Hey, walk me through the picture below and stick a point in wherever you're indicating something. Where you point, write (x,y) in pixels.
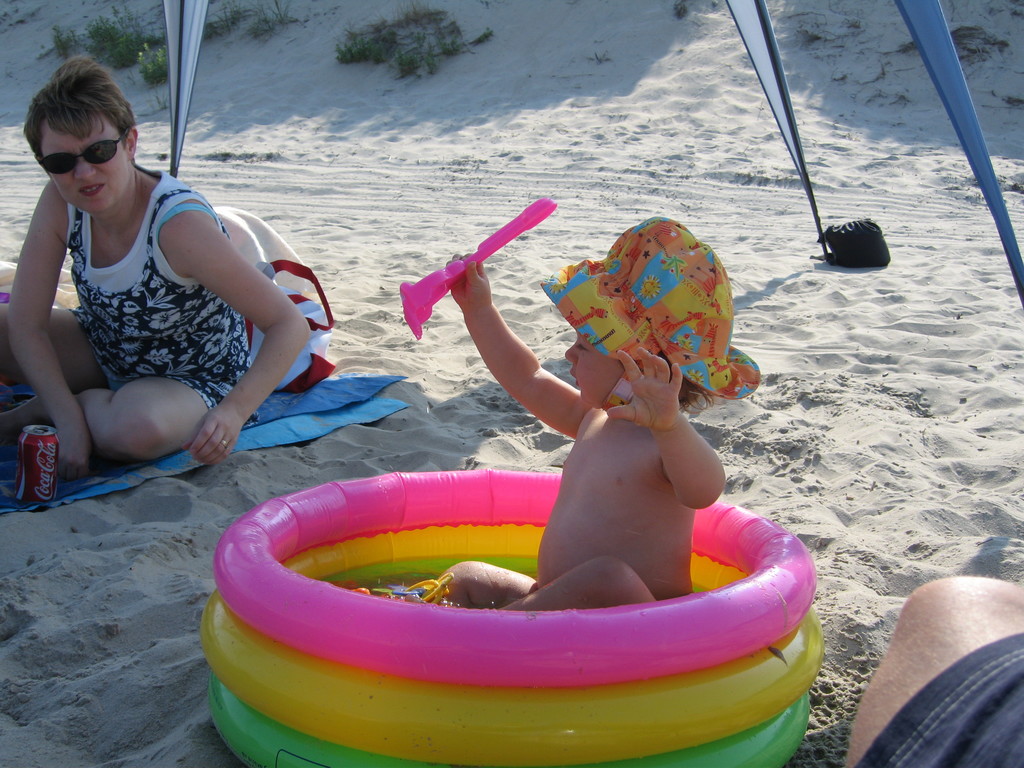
In this image I can see a woman (200,308) and a child (485,277) and different colour of tube (354,636). I can also see she is wearing shades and in the background (374,38) I can see grass (440,43).
